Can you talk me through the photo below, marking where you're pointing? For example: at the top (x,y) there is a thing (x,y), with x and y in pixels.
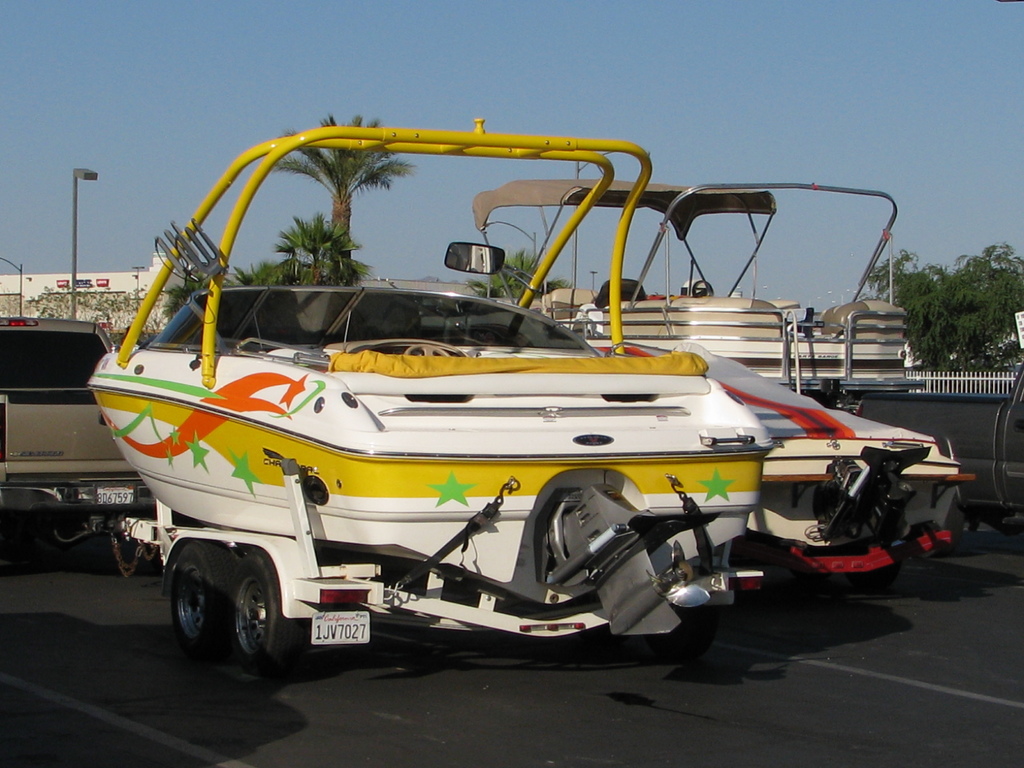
There are vehicles (7,527), trees (1013,352), fencing (978,382), poles (8,260) and buildings (104,288) at the back (148,328).
